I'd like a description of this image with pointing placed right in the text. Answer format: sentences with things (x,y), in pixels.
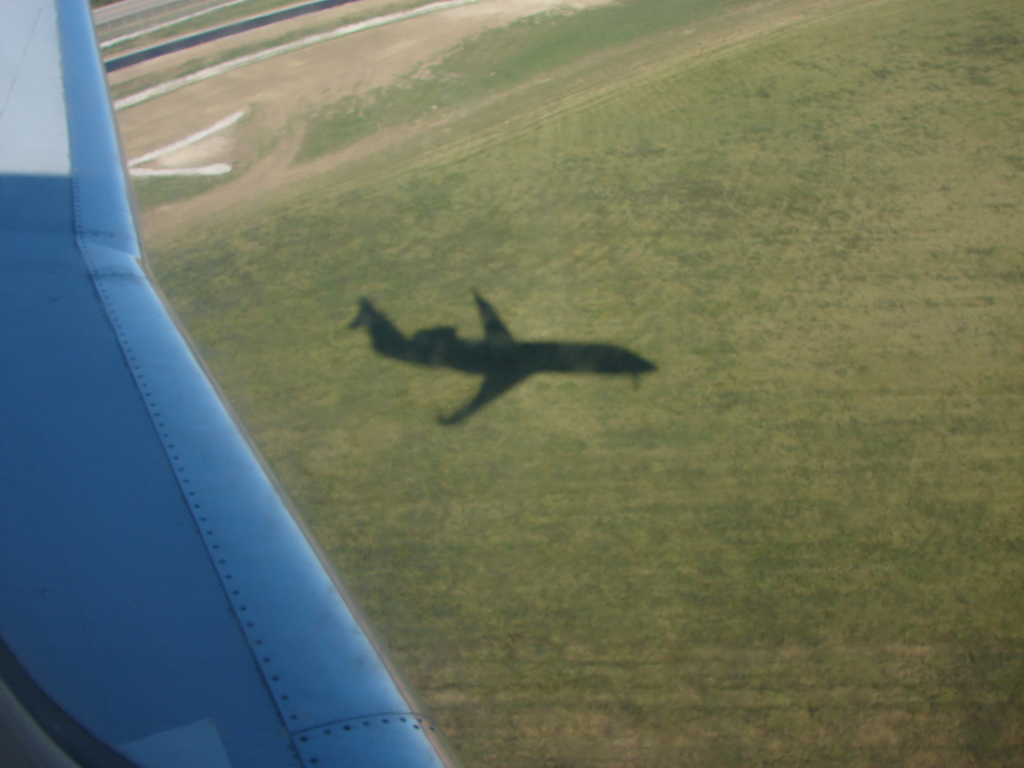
In the picture we can see an Aerial view from the flight (61,387), which is blue in color and to the ground (562,566) we can see a grass (531,421) and a flight shadow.
